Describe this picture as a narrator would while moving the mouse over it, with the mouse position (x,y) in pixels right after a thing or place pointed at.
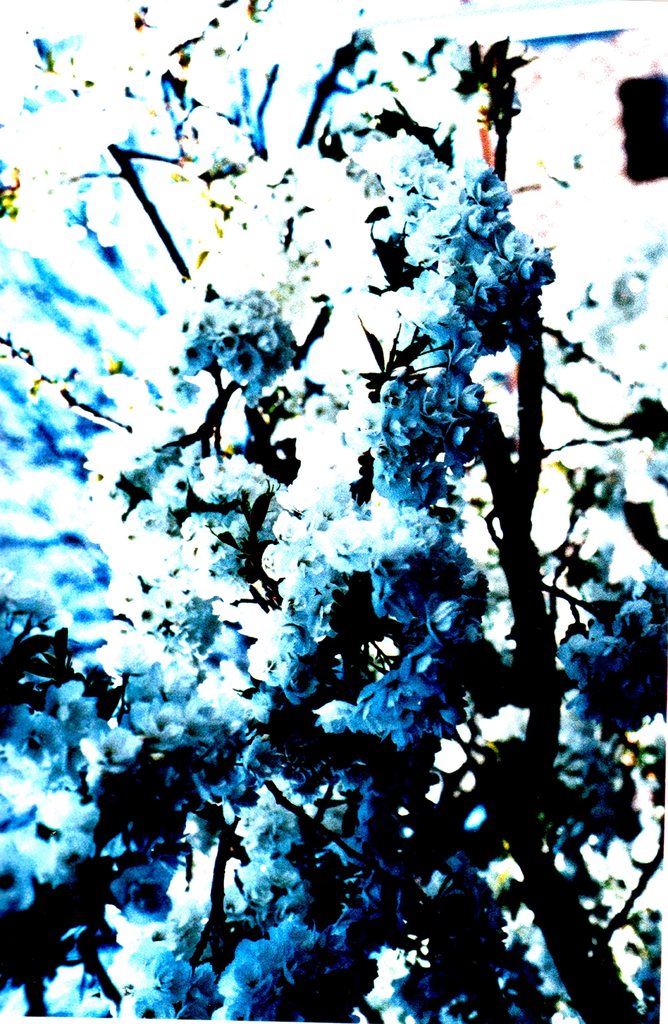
In this picture I can see a plant (372,655).
